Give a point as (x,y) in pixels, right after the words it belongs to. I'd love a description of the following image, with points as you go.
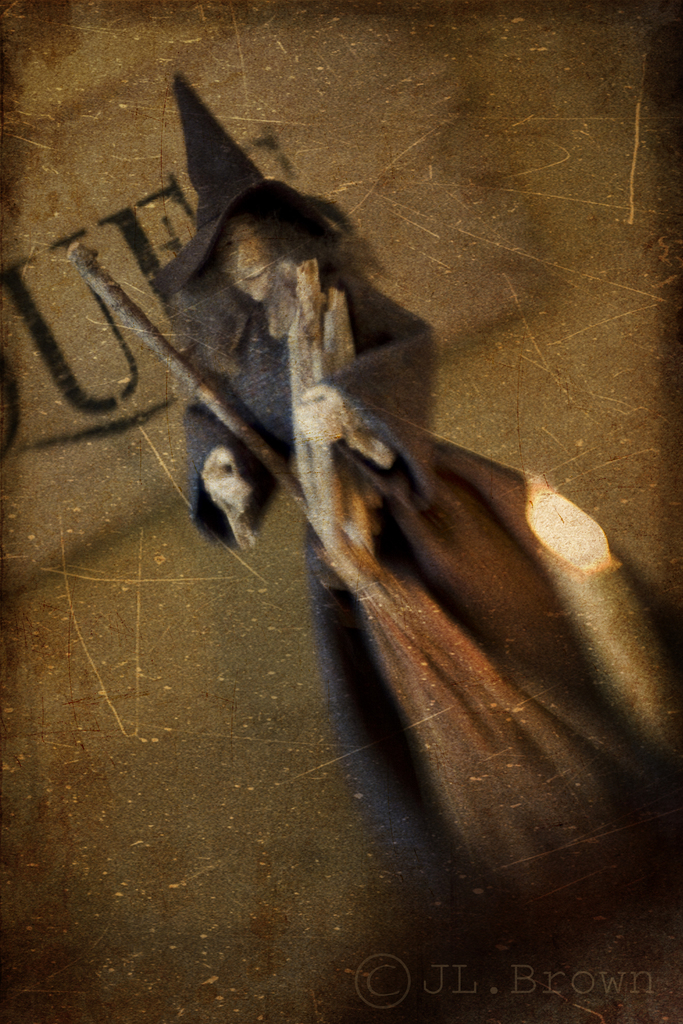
In this image we can see halloween image (572,677) and a text (104,410) written on the back of the halloween image (324,372).
